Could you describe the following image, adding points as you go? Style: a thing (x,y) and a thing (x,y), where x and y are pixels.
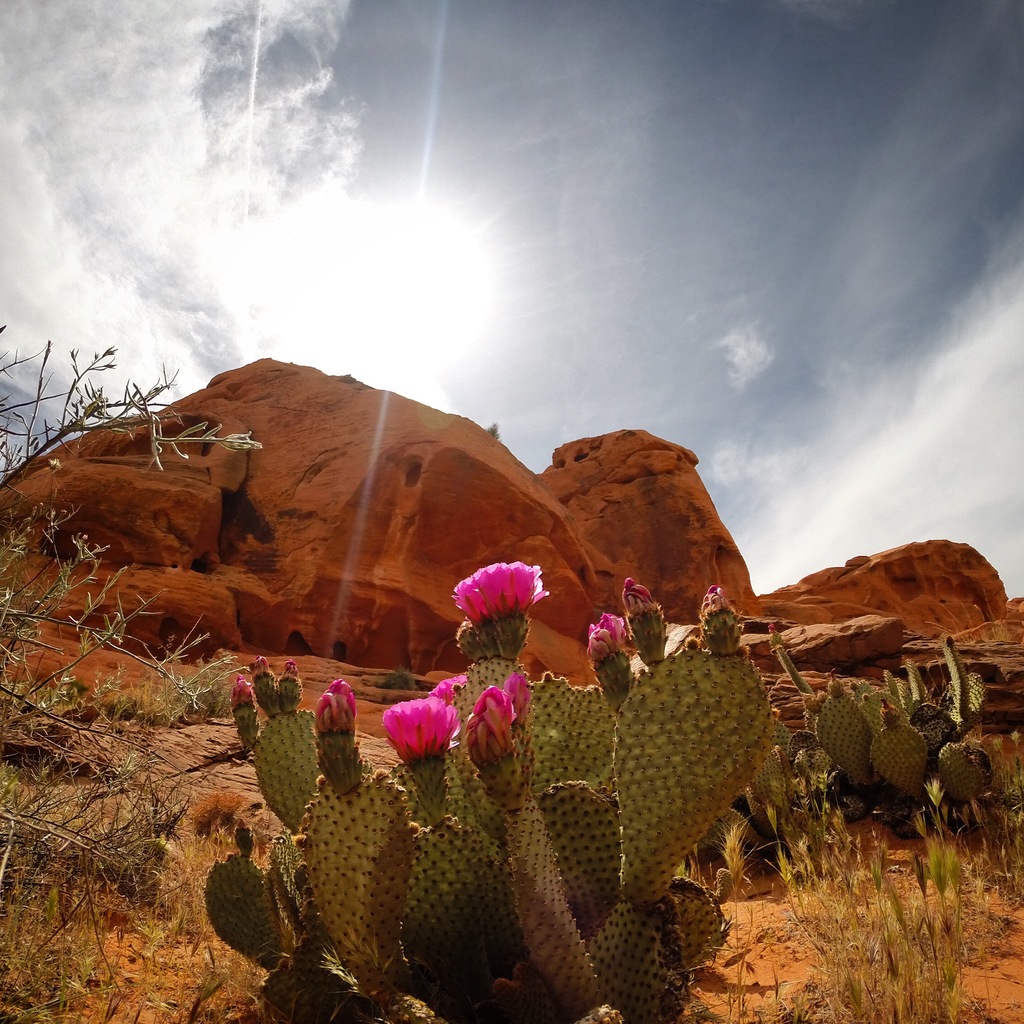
In this picture I can see flowers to the plants (500,783), side there are some plants (141,403), rocks (349,385) and we can see sun (412,259) in the sky (412,310).
